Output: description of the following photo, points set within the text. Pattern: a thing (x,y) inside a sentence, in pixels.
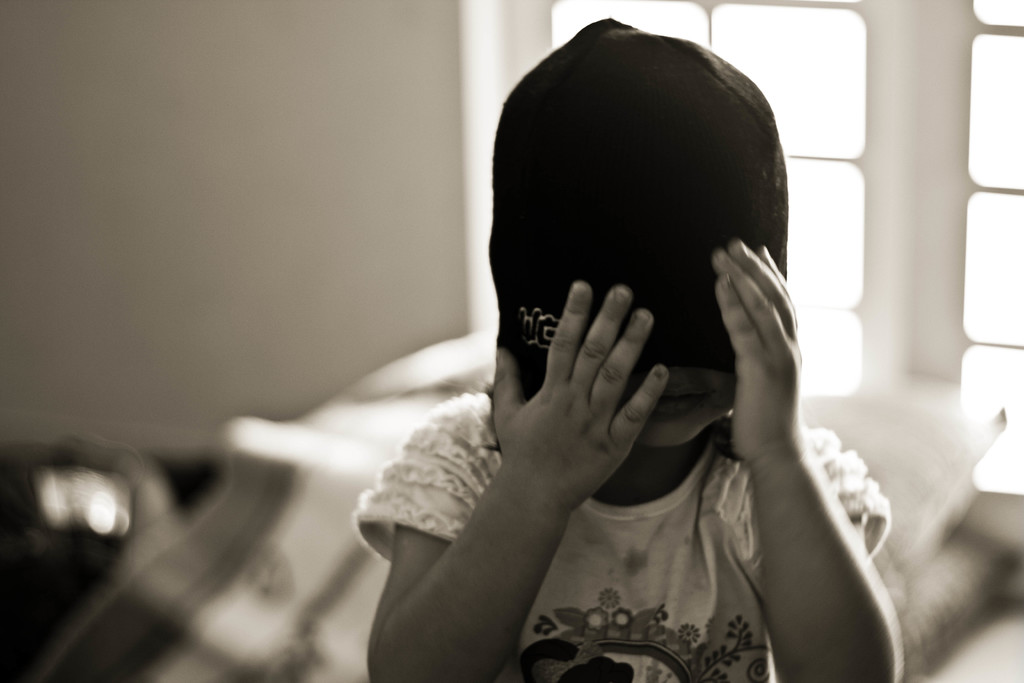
In this image we can see a child (585,399) with a cap (674,289) and blur background (862,158).
